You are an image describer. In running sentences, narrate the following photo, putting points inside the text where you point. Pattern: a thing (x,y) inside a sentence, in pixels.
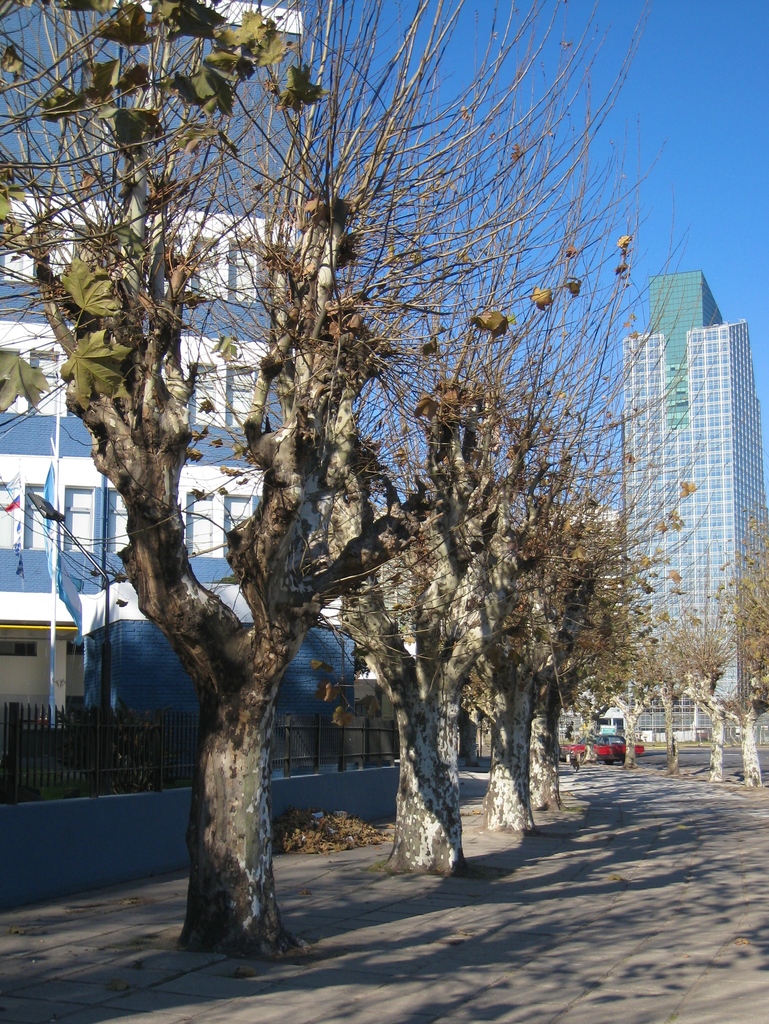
The image is taken outside a city (381,610). In the middle of the picture (399,667) there are trees (451,724). In the foreground (170,1010) it is road (148,1002). Towards left (77,566) there are buildings (144,654), railing (92,742), wall (95,804) and other objects (370,841). On the right (693,646) there are trees (719,749), road (732,752), buildings (618,714). In the center of the background (620,754) there are vehicles (604,755). In the background (391,92) and at the top (735,97) it is sky (708,114).
